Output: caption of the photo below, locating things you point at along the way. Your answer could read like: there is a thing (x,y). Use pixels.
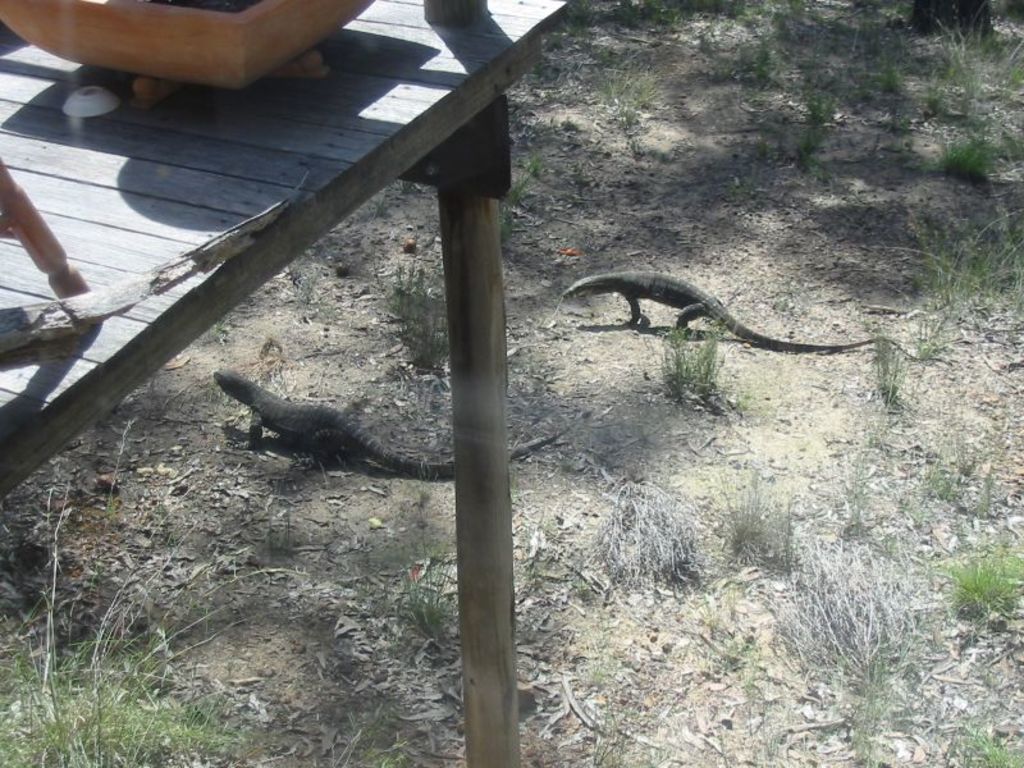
In this image there is a wooden table (381,39). On top of it there are a few objects (151,34). At the bottom of the image (31,746) there is grass (19,668) and dried leaves (616,609) on the surface (654,597). There are two reptiles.
